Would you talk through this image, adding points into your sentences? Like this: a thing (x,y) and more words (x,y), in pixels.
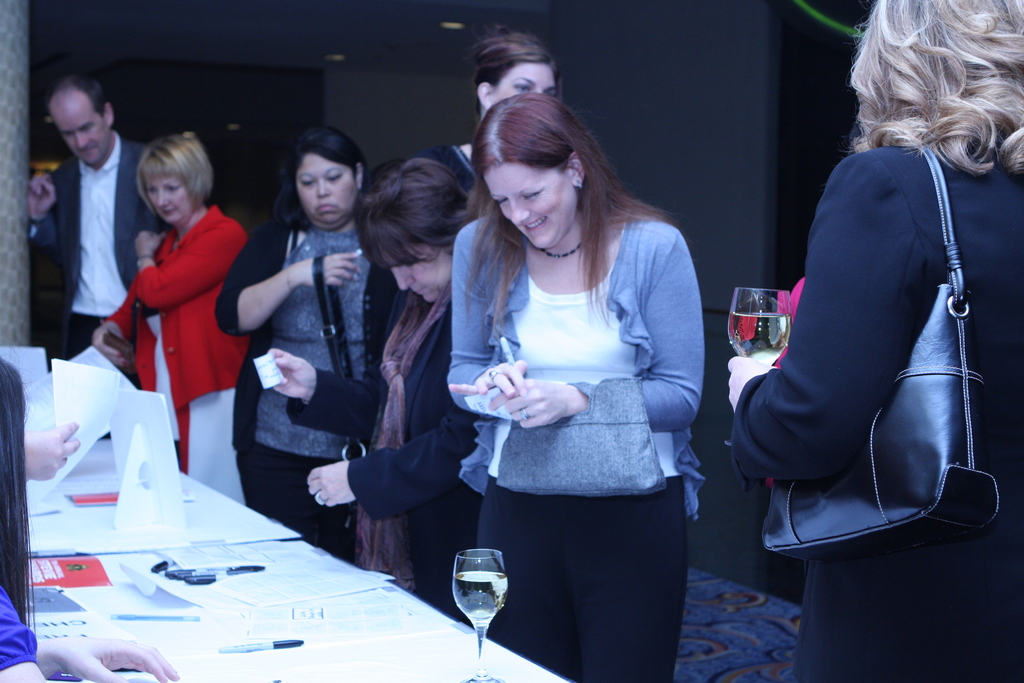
In this image there are a few people (488,289) standing by holding a glass of wine (778,316), pens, papers (273,357) and some other objects (488,392) in their hands (736,399), in front of them there is a table (347,641) with pens (202,583), papers (291,633) and glass of wine (487,592) and some other objects (117,515) on the table (135,540), in front of the table (51,549) there is a woman (17,637) sitting in a chair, in the background of the image (685,147) there is a pillar (15,75) and walls (428,129).
